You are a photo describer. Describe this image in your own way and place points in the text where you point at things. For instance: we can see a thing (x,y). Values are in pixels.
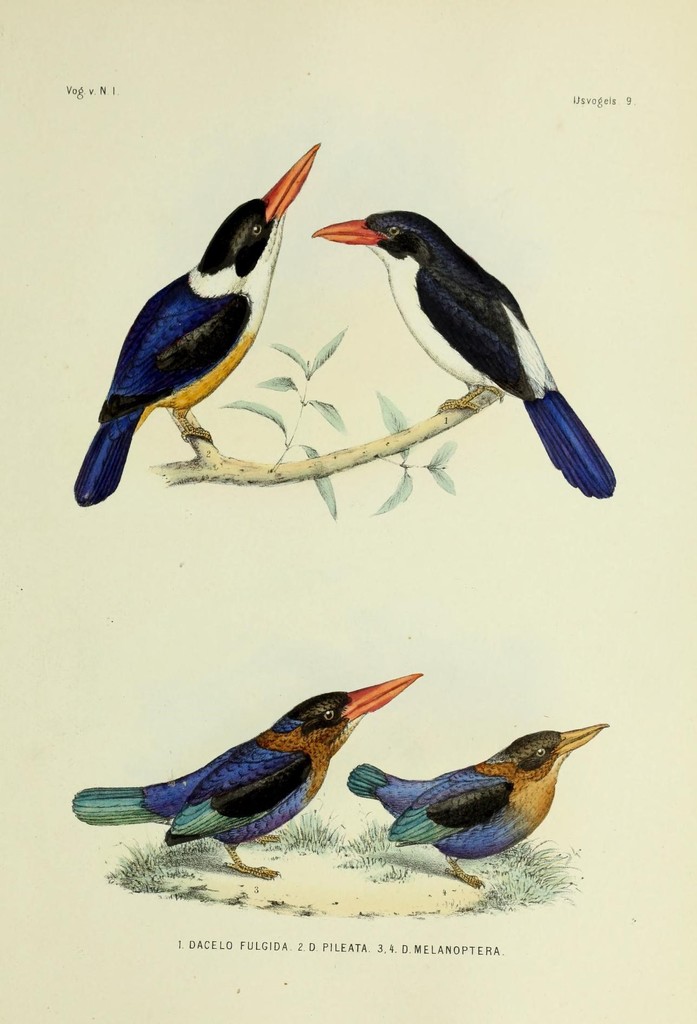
In this image we can see picture of birds (234,306) on the branch (437,427) of tree (191,470) and on the land (344,903). Bottom of the image (361,950) some text (363,950) is written.
